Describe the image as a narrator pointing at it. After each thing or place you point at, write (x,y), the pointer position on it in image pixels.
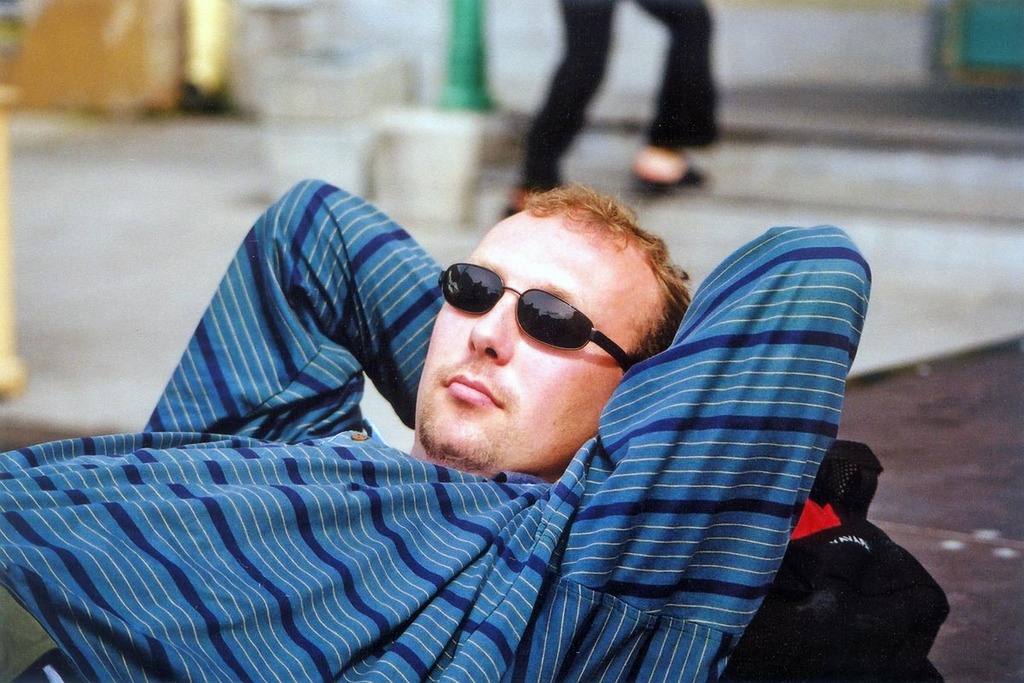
In this image I can see a person (566,418) lying down on the floor (879,517), keeping a bag (824,552) under his head (442,425) wearing goggles (518,296). I can see a person (667,134) walking on the steps (796,152) behind him. The background (783,111) is blurred.
